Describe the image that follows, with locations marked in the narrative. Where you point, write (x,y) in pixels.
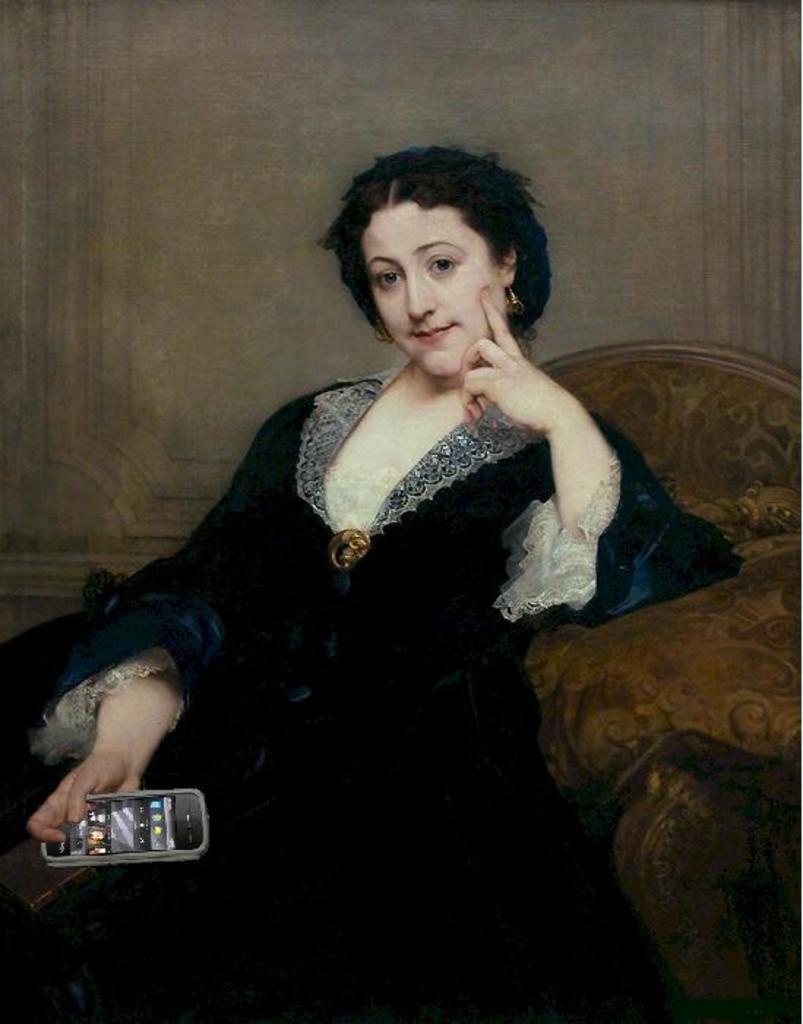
In the picture I can see a woman (458,652) wearing black dress (458,652) is sitting in a sofa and holding a mobile phone (183,814) in her hand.
